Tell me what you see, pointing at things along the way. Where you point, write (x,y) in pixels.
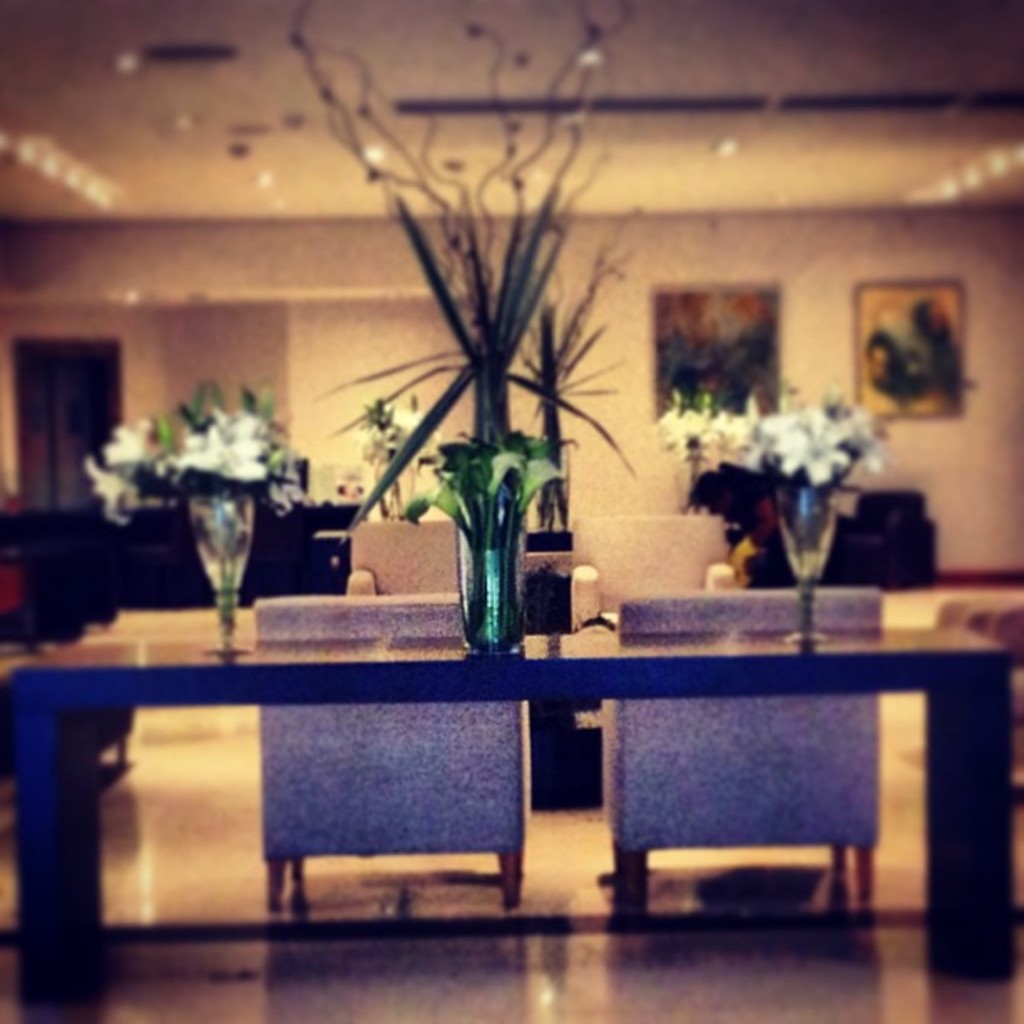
The picture is taken in a restaurant (203,592). In the foreground of the picture (428,675) there are flower vases (225,605) on a desk (924,641). In the center of the picture (370,591) there are chairs (442,556) and couches (876,509). The background (238,292) is blurred. In the background (881,348) there are frames (763,322) to the wall (272,271). There are lights (28,152) to the ceiling (810,175), at the top (50,163).
